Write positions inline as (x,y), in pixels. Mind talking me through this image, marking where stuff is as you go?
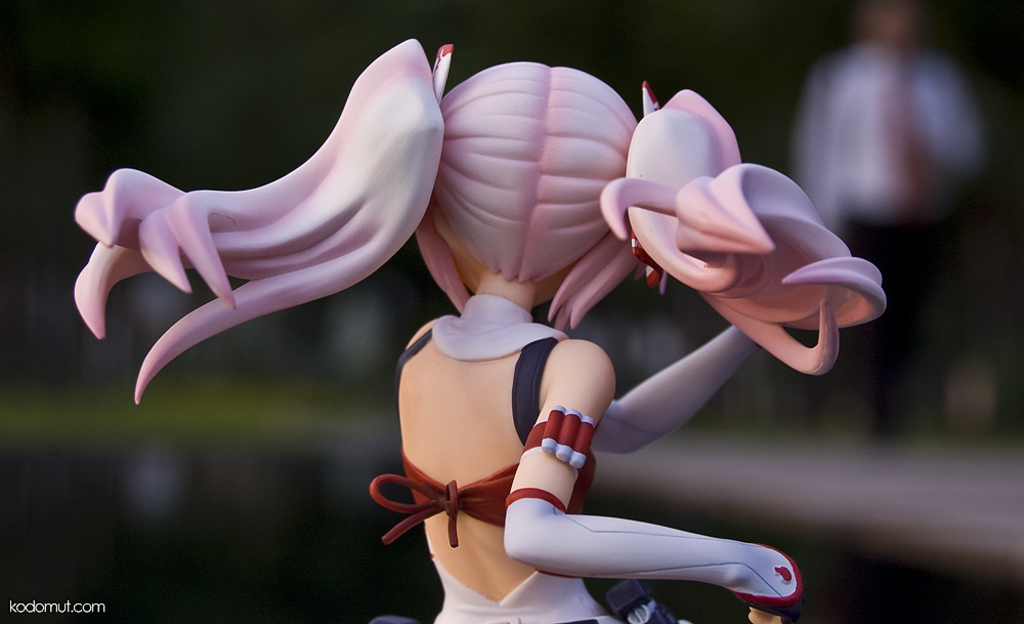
In this image I can see a toy (503,349) which has pink colored hair (514,142) and wearing maroon and white colored dress (493,513). In the background (931,195) I can see a person (922,179) and few other blurry objects (363,20).
